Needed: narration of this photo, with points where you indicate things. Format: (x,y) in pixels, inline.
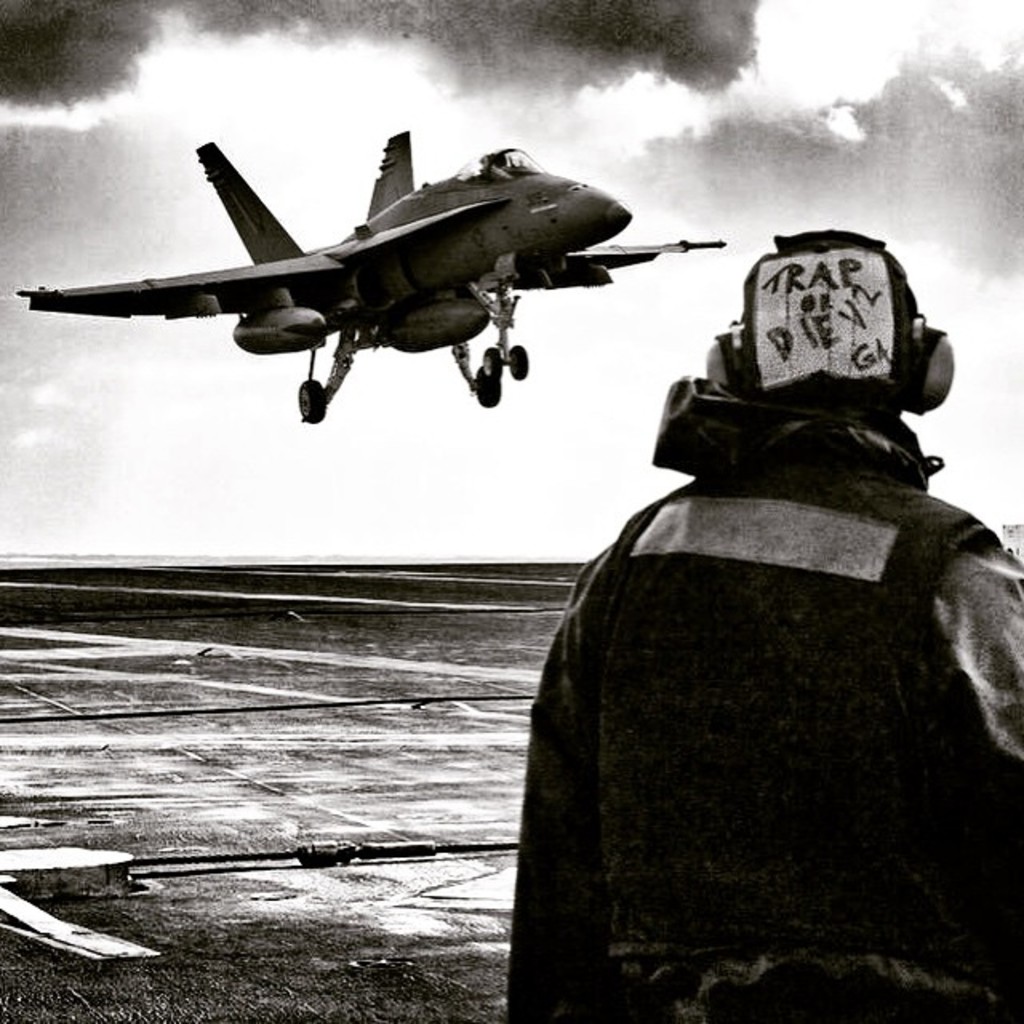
At the right corner of the image (878,688) there is a person (769,636) with jacket (732,514) and a headphones (917,353) on his head (841,401) is standing. And at the left corner of the image (142,755) there is a deck (240,824). In the middle of the image (440,347) there is a flight (452,336) in the air (208,319). Behind the flight (525,287) in the background (289,416) there is a sky (750,204) with clouds (612,9).
